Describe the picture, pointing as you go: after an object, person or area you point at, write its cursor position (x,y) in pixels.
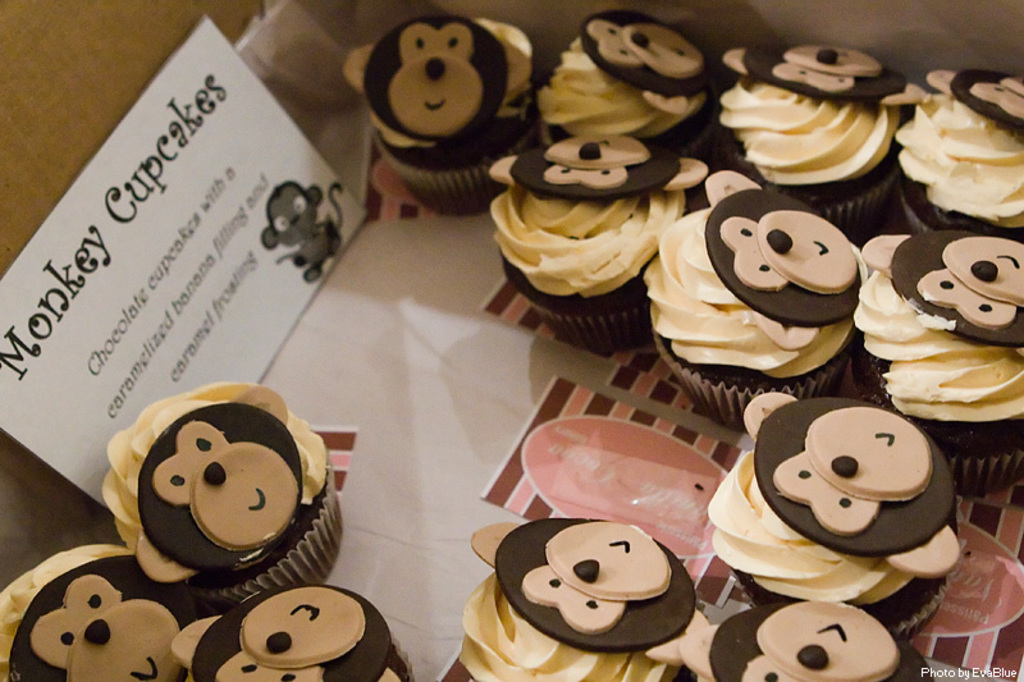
In this image we can see cupcakes (188,490) and a name label (237,267) beside them.
